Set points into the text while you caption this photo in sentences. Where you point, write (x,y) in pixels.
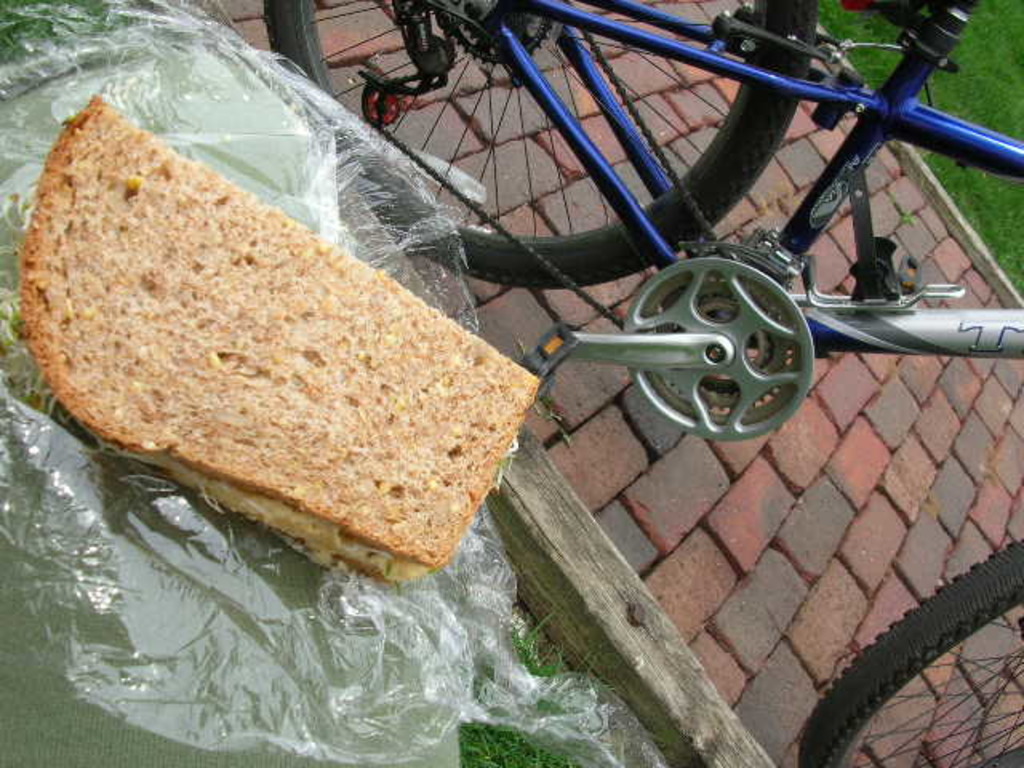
In this image we can see a food item (263,357) looks like a sandwich (397,486) on the cover (510,662) which on the table (69,728) and beside the table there is a bicycle (980,580) on the floor (768,538) and grass (979,102) in the background (978,216).
